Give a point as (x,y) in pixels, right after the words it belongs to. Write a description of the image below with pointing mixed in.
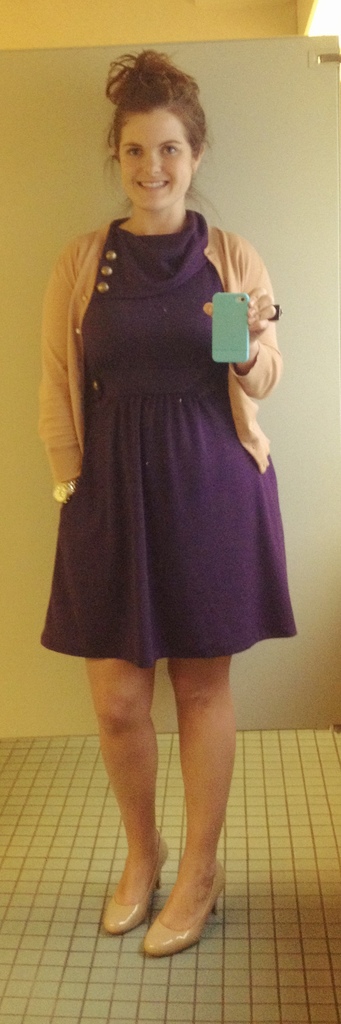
In the center of the image (185,580) we can see a lady (213,519) is standing and wearing skirt (126,403), coat (69,381), watch (55,491), shoes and holding a mobile (228,353). In the background of the image (283,698) we can see the wall (50,15). At the bottom of the image (206,940) we can see the floor (126,1009).
